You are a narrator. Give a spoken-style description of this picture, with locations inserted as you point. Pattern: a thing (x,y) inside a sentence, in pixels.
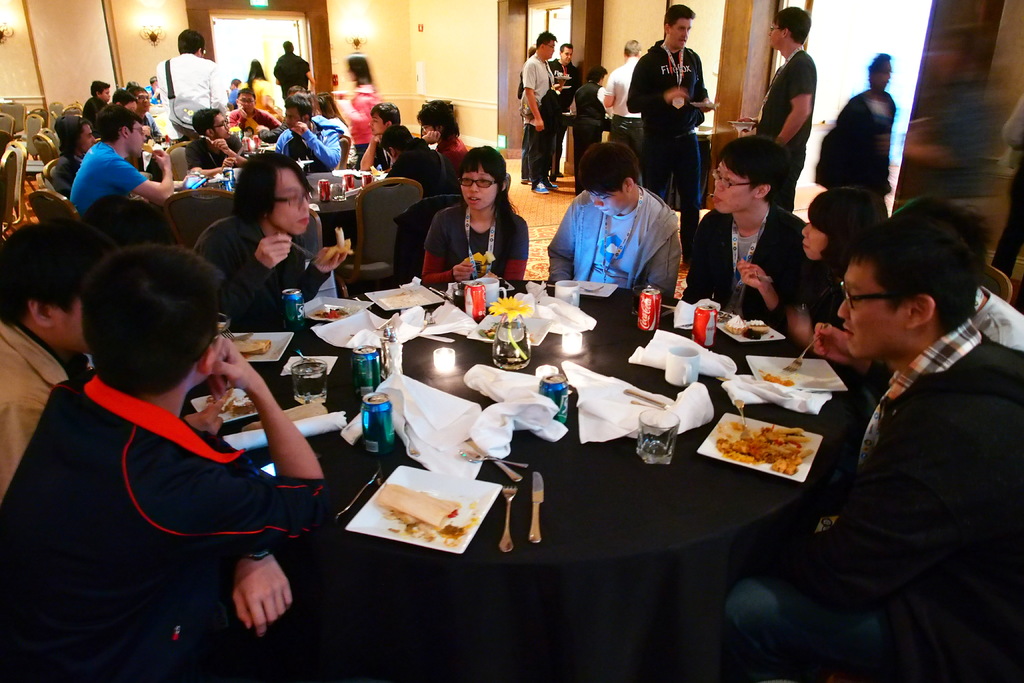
In this image i can see a group of people (845,217) sitting on a chair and eating there few cans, candle (571,349), a flower pot (517,339), spoons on a table (568,511) at the back ground (686,117) i can see few other persons (373,134) some are standing and some are sitting, a wall (342,44), a light (353,47).
